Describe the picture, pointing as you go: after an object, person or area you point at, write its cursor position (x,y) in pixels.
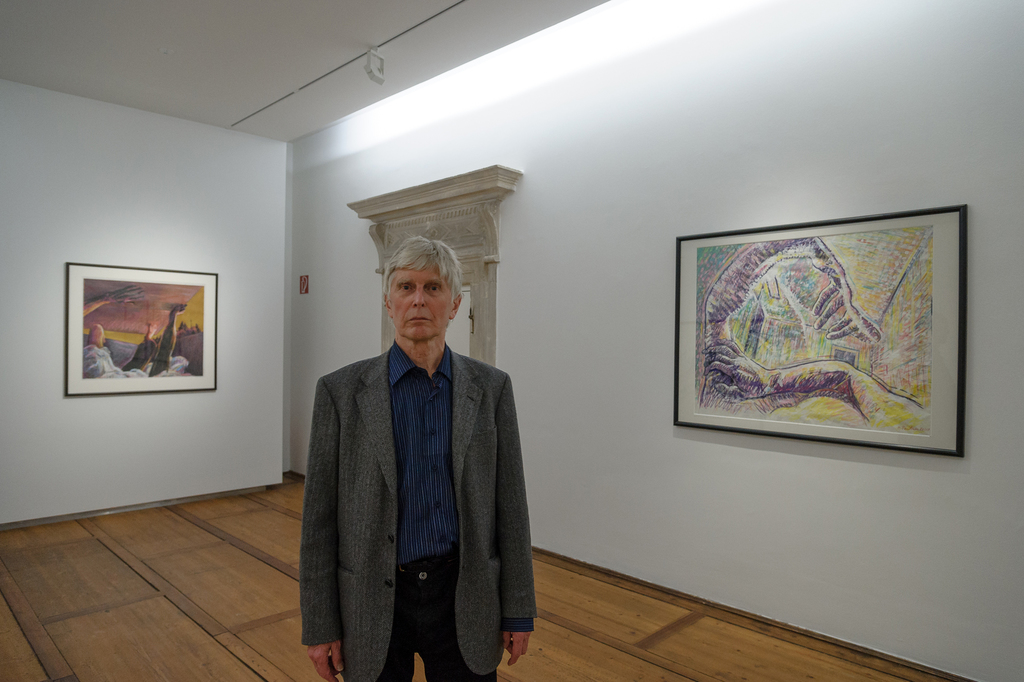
In the image there is a man (372,542) standing. Behind him there is a wall (196,144) with frames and also there is an arch design (475,220) on the wall (331,190).
